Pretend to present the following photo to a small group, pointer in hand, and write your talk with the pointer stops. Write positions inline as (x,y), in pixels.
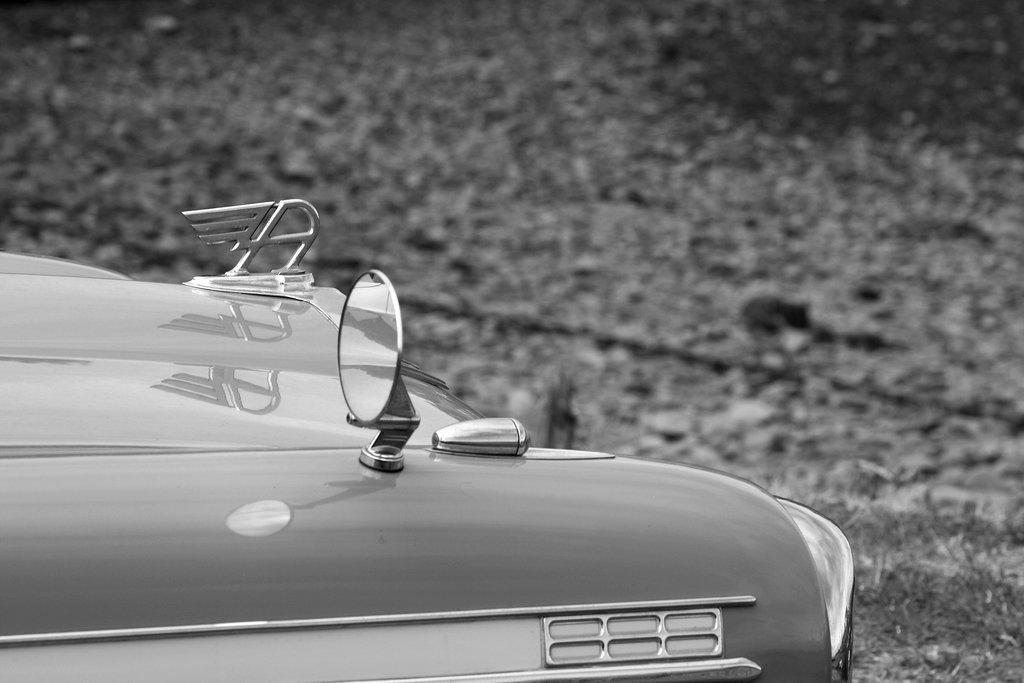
In the picture i can see car (255,389) on which there is mirror (345,321), logo (299,278) of a car (29,542).
